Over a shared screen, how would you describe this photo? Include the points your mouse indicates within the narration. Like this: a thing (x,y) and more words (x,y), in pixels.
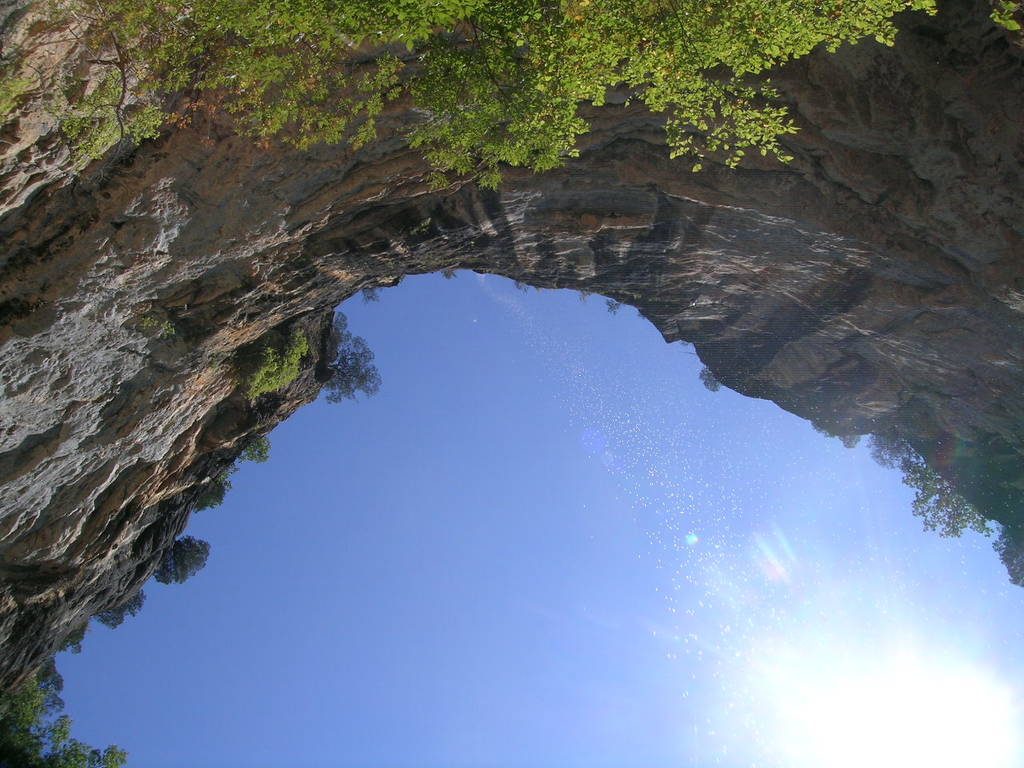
This picture might be taken outside of the city. In this image, on the right side (940,733) corner, we can see a sun (973,725) and few plants (949,495). On the left side (20,735) corner, we can also see some trees (42,699) and plants (92,765). In the middle of the image (660,311), we can see some trees (480,99) and rocks (708,342). In the background (437,513), we can see a sky (870,758).
